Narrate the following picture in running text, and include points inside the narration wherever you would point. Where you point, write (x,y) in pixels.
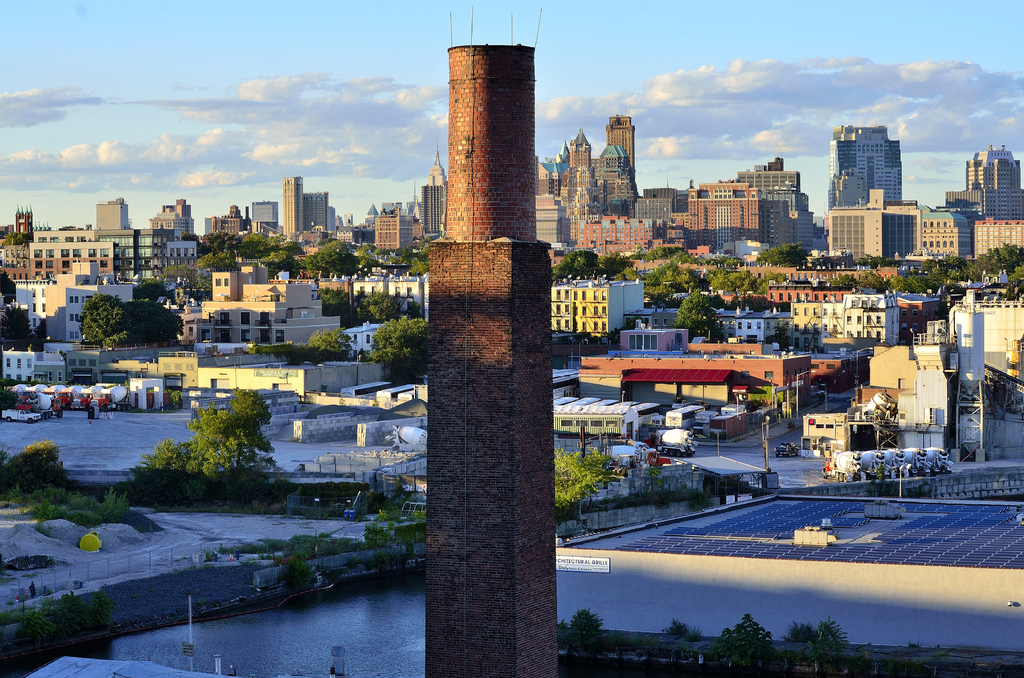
In this picture I can see buildings (253,304), trees (392,361), plants (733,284) and I can see a tower (474,362) and a board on the wall (601,587) with some text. I can see water (364,603), few cars (18,414) and a blue cloudy sky (582,81).
